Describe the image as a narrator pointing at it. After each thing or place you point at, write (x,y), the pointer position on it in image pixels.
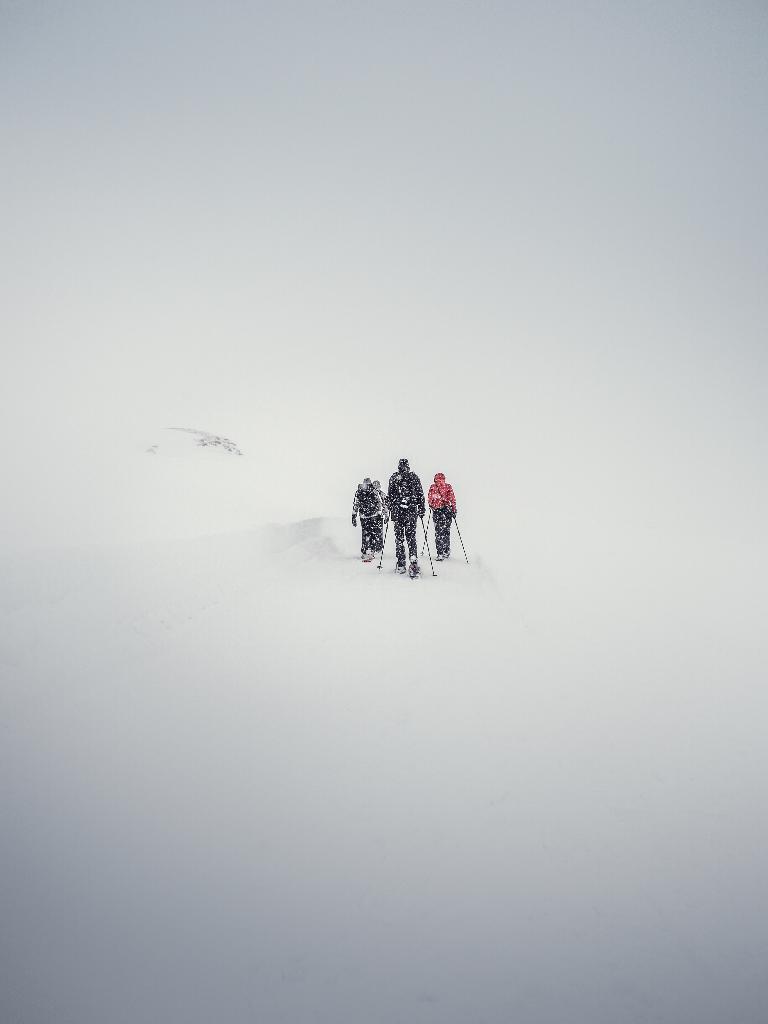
In the image we can see three people (364,517) walking, they are wearing clothes (370,525), gloves (353,520), shoes (416,560), cap (404,468) and they are walking on the snow (384,589) with the help of poles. Everywhere there is a snow (192,466) white in color.
